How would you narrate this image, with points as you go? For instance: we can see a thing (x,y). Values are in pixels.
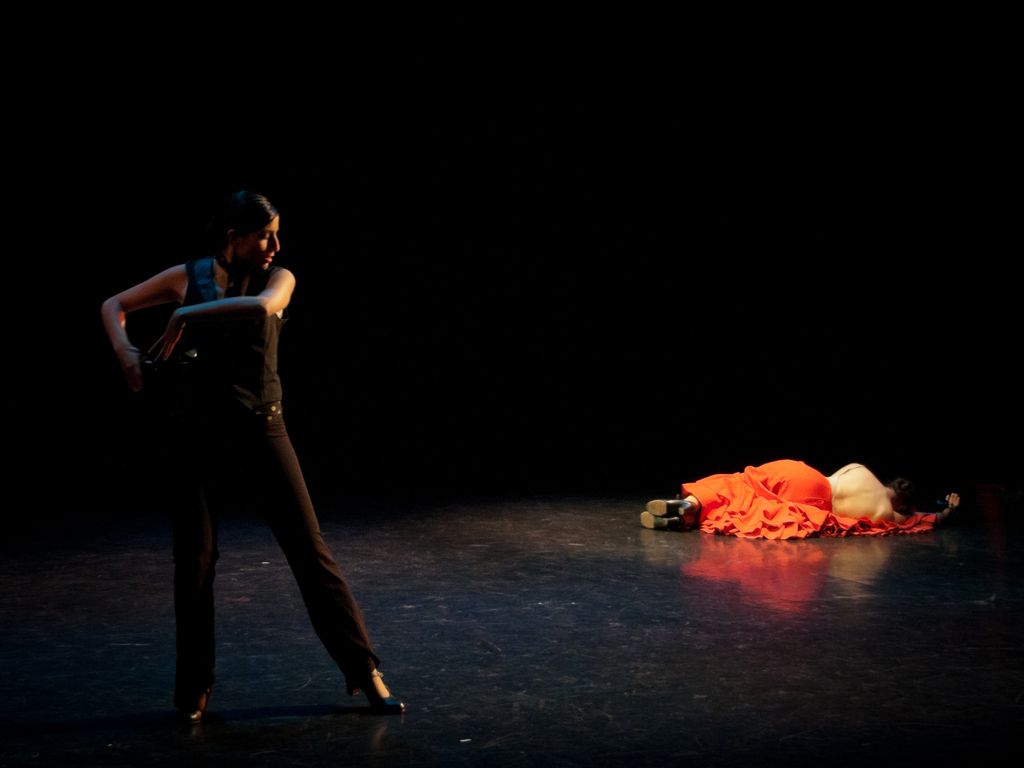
On the left side of this image (218,474) I can see a woman (227,372) wearing black color dress (206,431) and standing on the floor (440,747). It seems like she is dancing. On the right side (750,526), I can see another person (782,486) is lying on the floor (771,589).
